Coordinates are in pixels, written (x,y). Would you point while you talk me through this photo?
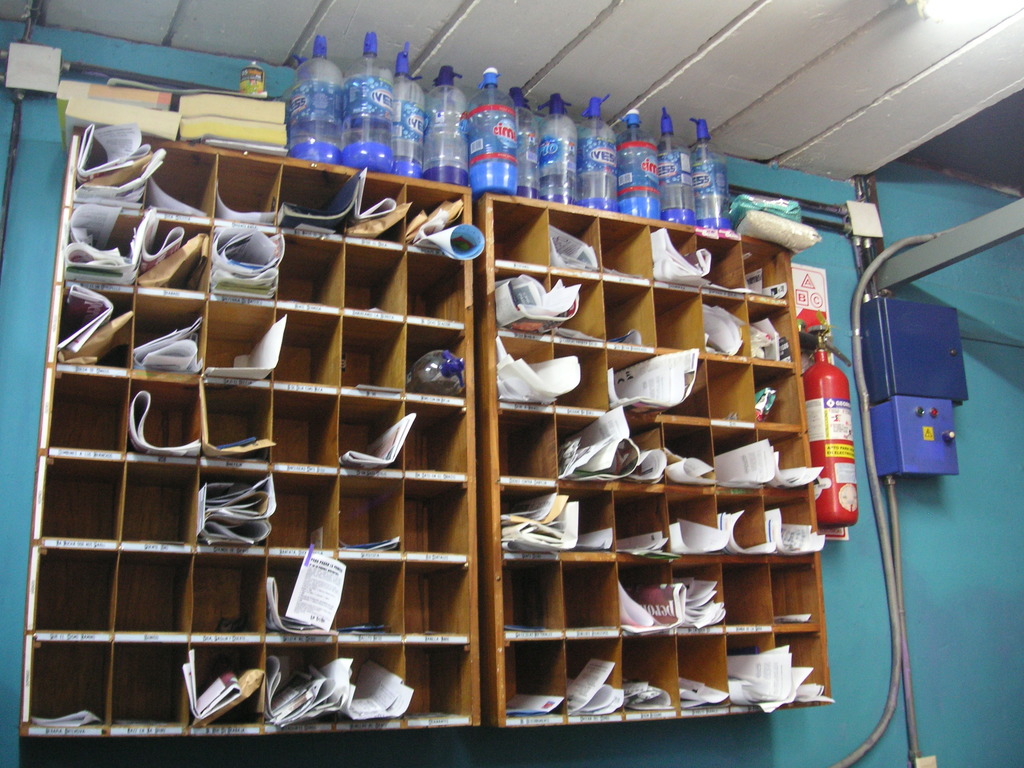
In this given picture, We can see a roof (843,143) which is in white color towards the right (906,377), We can see few electrical boxes (920,367) which are fixed to the wall (911,503) next, we can see the fire extinguisher (834,410) finally, We can see two cupboards (329,167) filled with documents (729,338), water bottle (457,367) and we can see electrical wires (189,81), many water bottles (305,89) placed on top of cupboards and a wall (83,46) in blue color.
